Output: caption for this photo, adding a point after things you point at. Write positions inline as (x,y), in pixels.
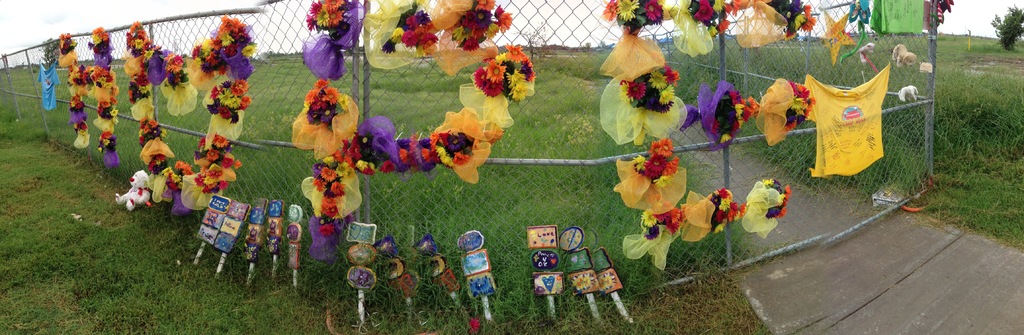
In the foreground (360,174) I can see grass (112,225), sticks (358,300) and garlands (223,62) on a fence (286,90). In the background (178,14) I can see toys (906,86), trees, houses (655,48) and the sky (166,2). This image is taken may be during a day.
